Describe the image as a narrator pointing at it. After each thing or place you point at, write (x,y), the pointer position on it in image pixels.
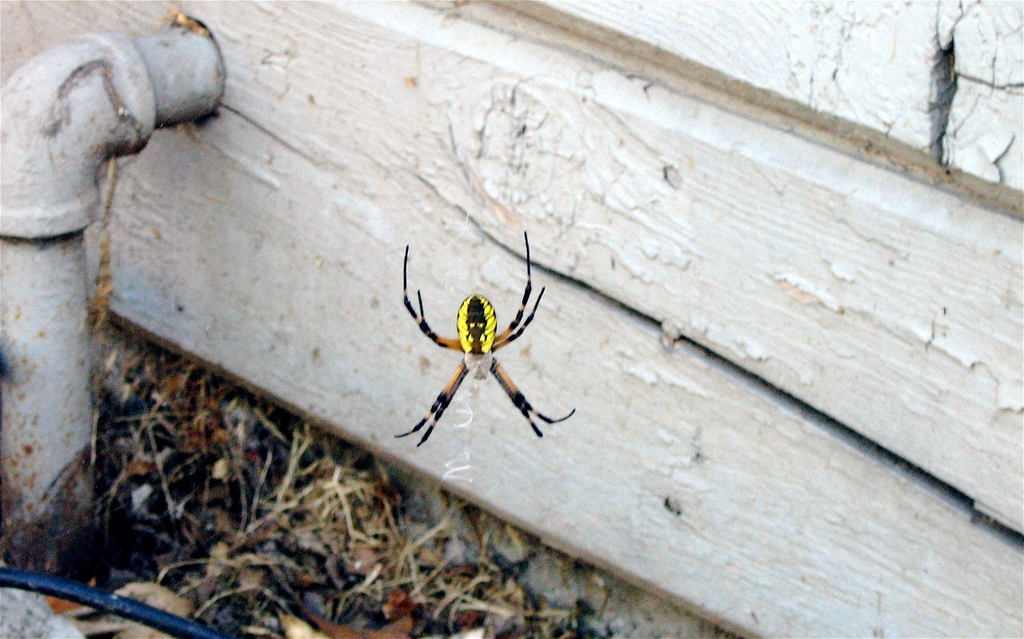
In this picture we can see a spider (502,339) in the middle (481,336), at the bottom (505,537) there are some leaves (349,539), on the left side (38,192) we can see a pipe (48,203), on the right side (795,345) there is wood (652,144).
